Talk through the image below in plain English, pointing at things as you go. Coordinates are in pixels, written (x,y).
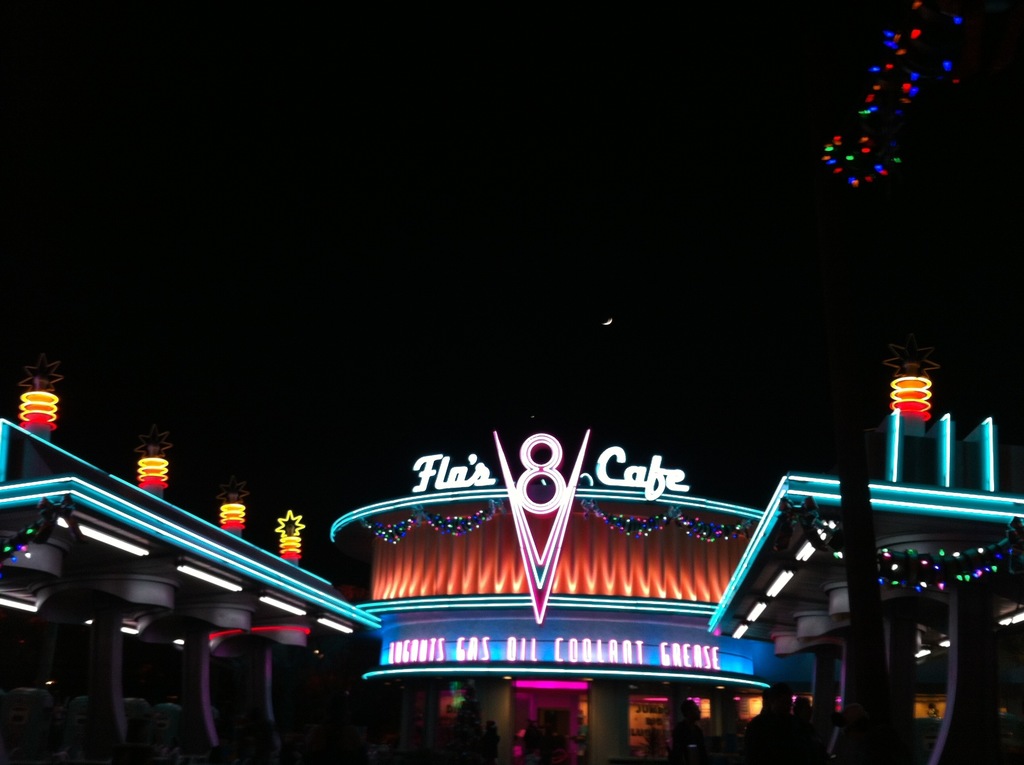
There is a building (260,568) which has an acrylic hoarding (544,468) named ' flos 8 cafe'.
